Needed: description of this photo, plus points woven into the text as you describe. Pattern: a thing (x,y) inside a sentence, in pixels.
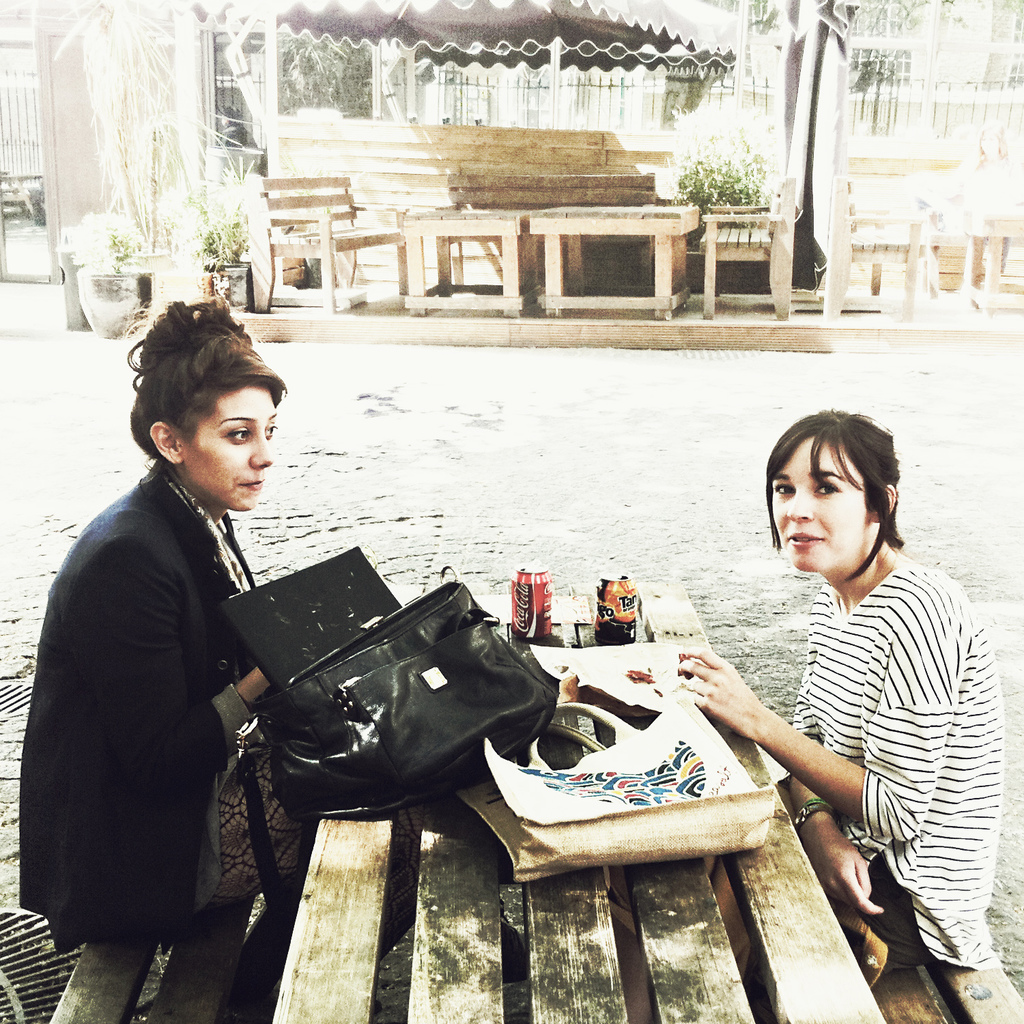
In this picture we can see two women (77,567) are seated on the bench (978,1005), in front of them we can see bags (643,824) and tins (624,627), in the background (204,216) we can see couple of buildings (901,29) and plants (140,188).
